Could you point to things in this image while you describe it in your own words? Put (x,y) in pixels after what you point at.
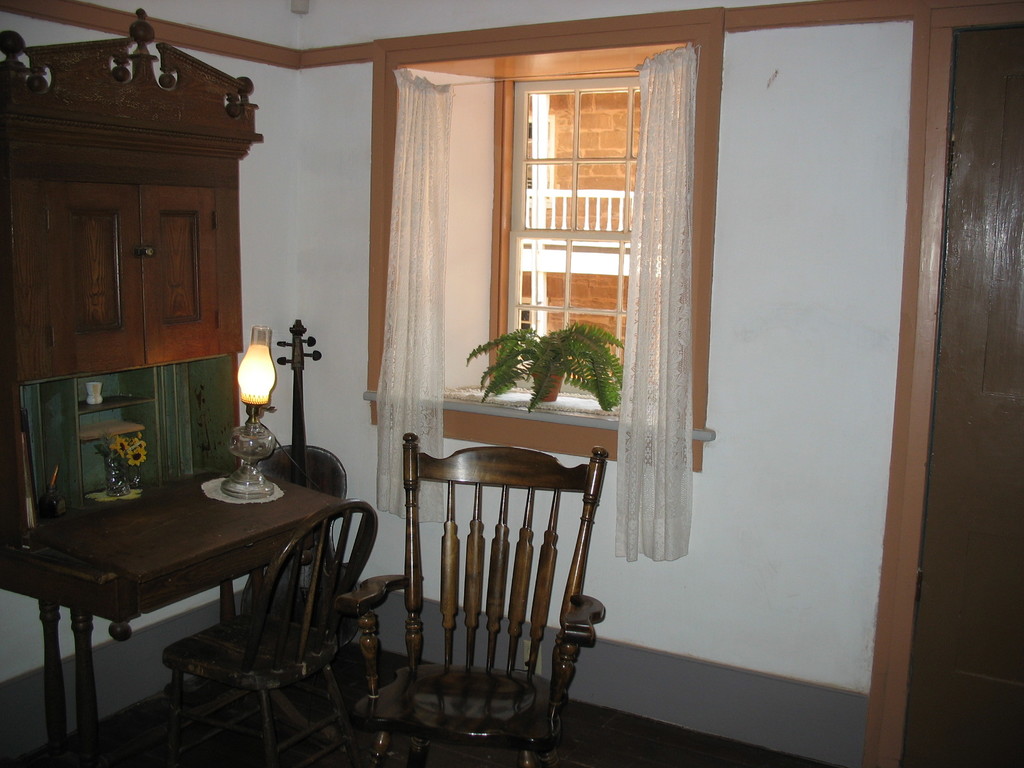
In this image there are chairs (515,727), lantern (251,459) on the table (299,500), plant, cup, cupboard (125,398), wall (321,383), curtains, window (579,162), and in the background (606,143) there is a building (606,143).
